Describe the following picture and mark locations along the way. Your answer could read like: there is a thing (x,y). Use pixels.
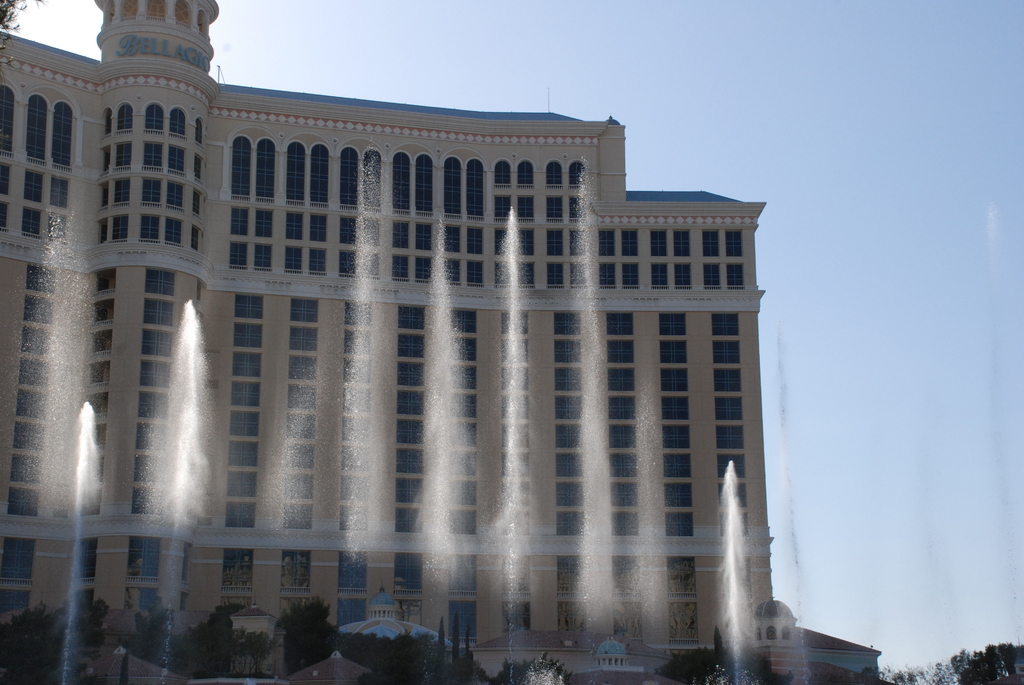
In this image in the center (520,440) there is a building (476,258), and in the foreground (69,617) there are some fountains (73,603), trees (84,613), buildings (107,660) and some other objects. In the background (774,68) there is sky (774,68).
